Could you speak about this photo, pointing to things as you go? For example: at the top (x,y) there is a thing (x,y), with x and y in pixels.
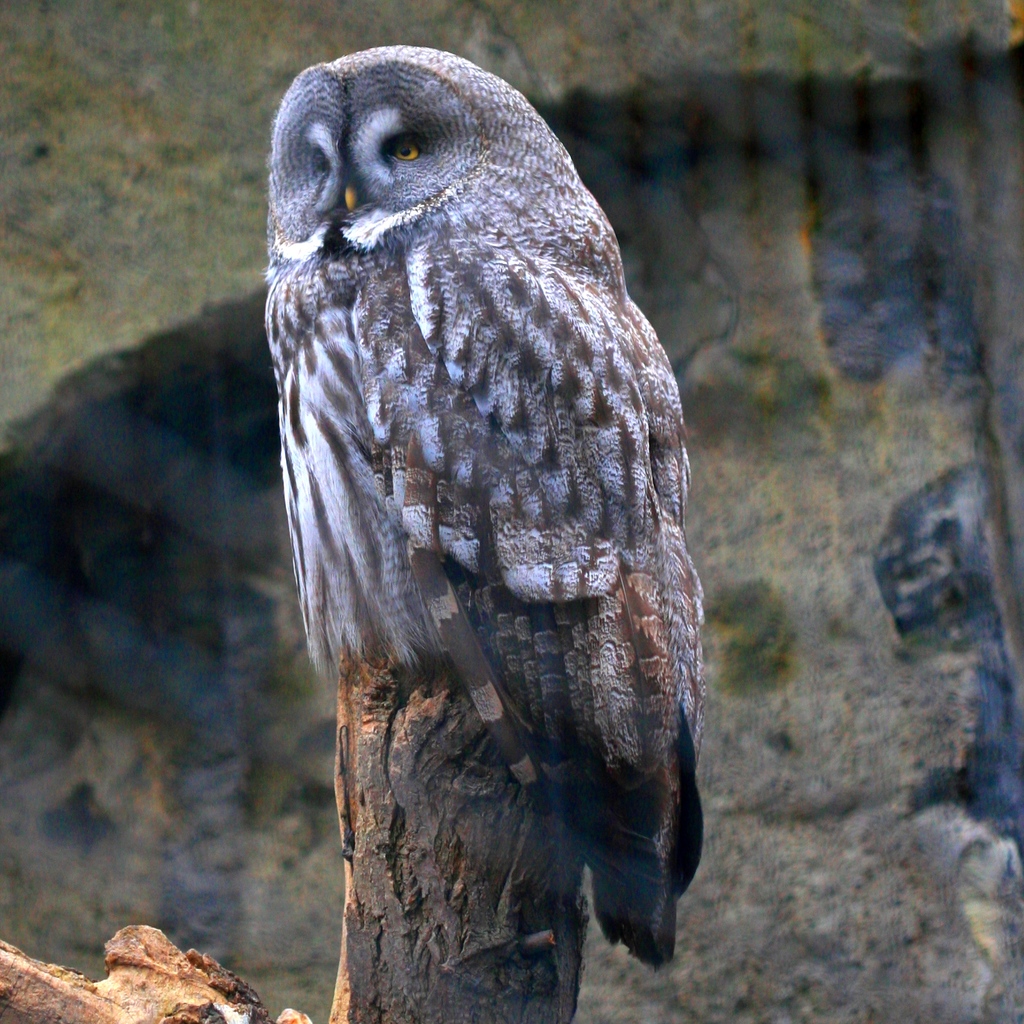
In this image in the center (465,370) there is an owl (375,523) on the wooden stick (425,755), in the background (189,605) there is a wall (184,309).
